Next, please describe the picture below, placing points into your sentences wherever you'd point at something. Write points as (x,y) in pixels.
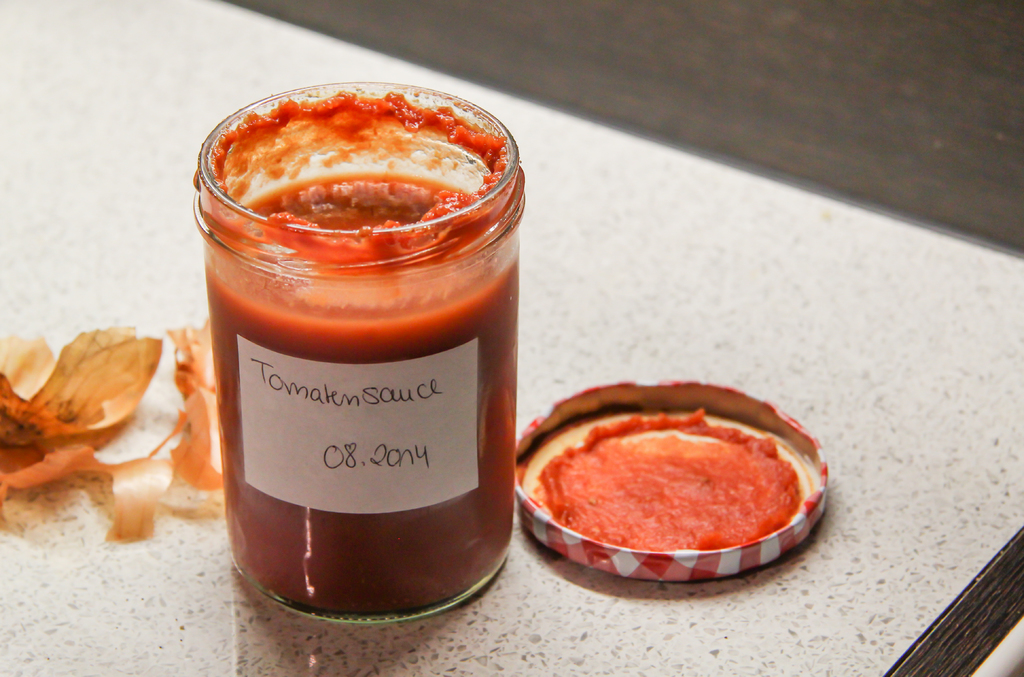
In this image we can see a jar (349,479) with tomato sauce (458,317), cap (525,467) and onion skins (203,426) on the white color surface (151,418), which looks like a table (158,402), on the jar (365,314), we can see a sticker (249,352) with some text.
